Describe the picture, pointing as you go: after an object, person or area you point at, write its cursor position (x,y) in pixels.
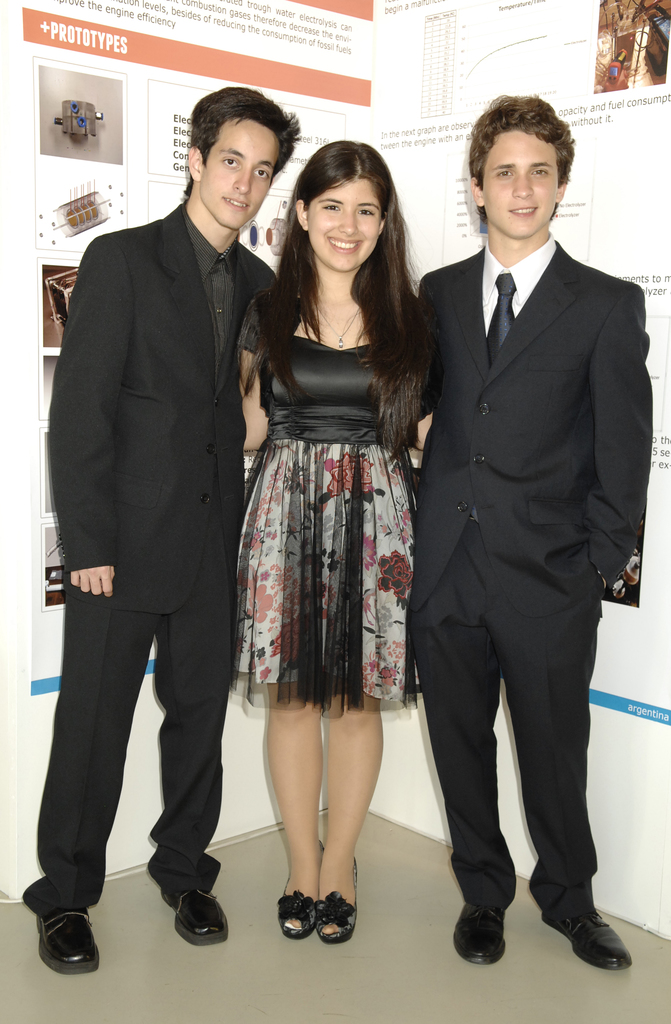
This image consists of three persons (426,467), two men (602,540) and a woman (336,458). In the background (190,106), there is a wall (561,31) on which there is a text (448,84). At the bottom (300,986), there is a floor (207,976).
